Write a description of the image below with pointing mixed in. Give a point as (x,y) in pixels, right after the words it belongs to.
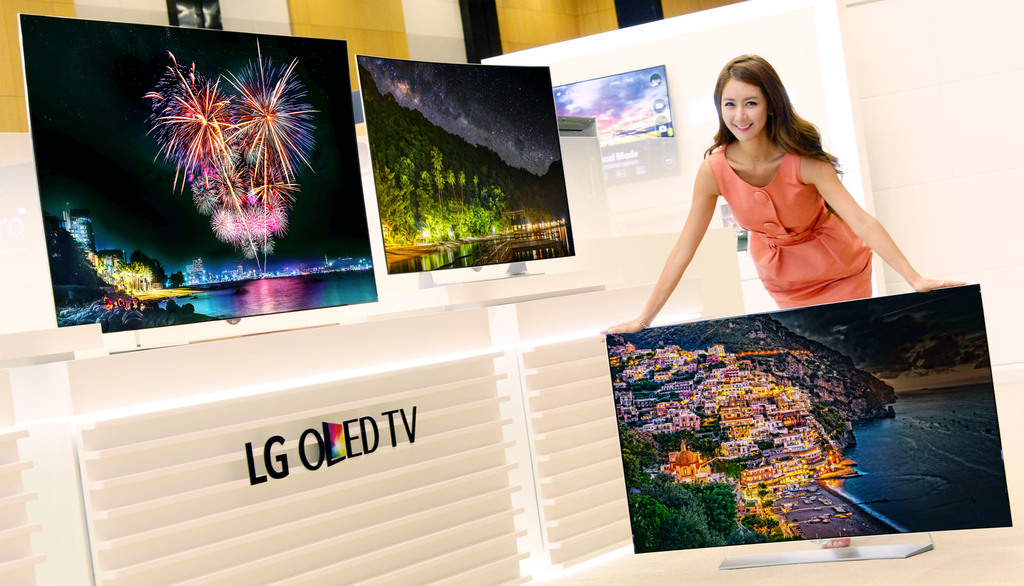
In this image we can see there are two monitors (208,229) placed on the table (372,463). On the right side of the image (779,249) there is a girl (794,266) holding another monitor (803,410) which is placed on the floor (941,552). In the background (693,111) there is a wall (686,85).
